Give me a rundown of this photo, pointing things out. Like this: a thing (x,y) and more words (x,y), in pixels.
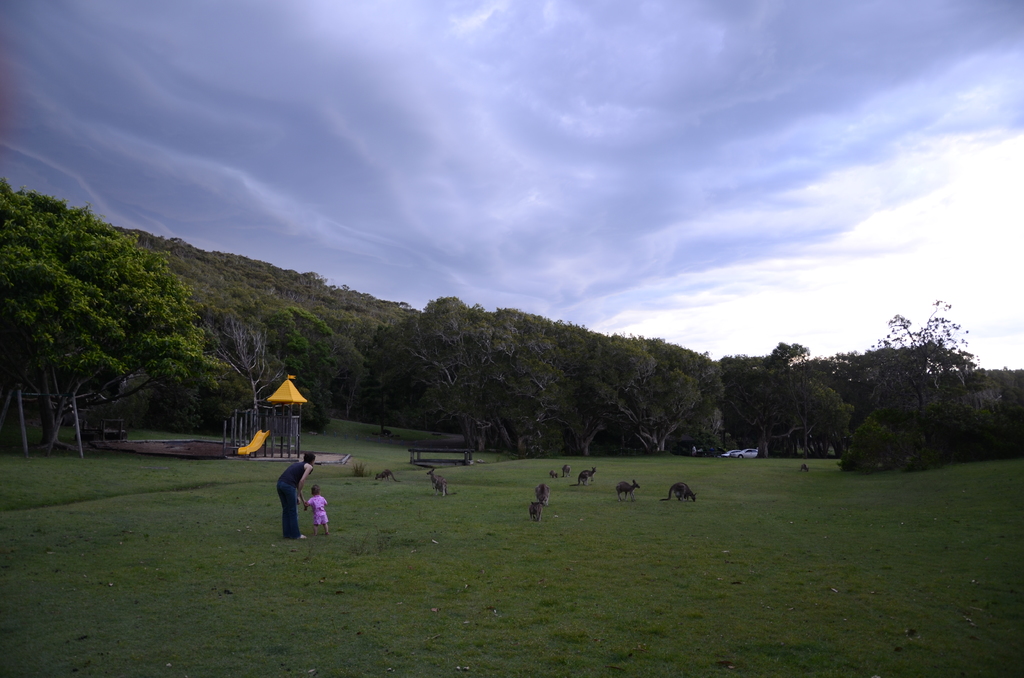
In the given image i can see a people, slide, animals (432,478), cars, trees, grass (422,526) and in the background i can see the sky (587,178).
